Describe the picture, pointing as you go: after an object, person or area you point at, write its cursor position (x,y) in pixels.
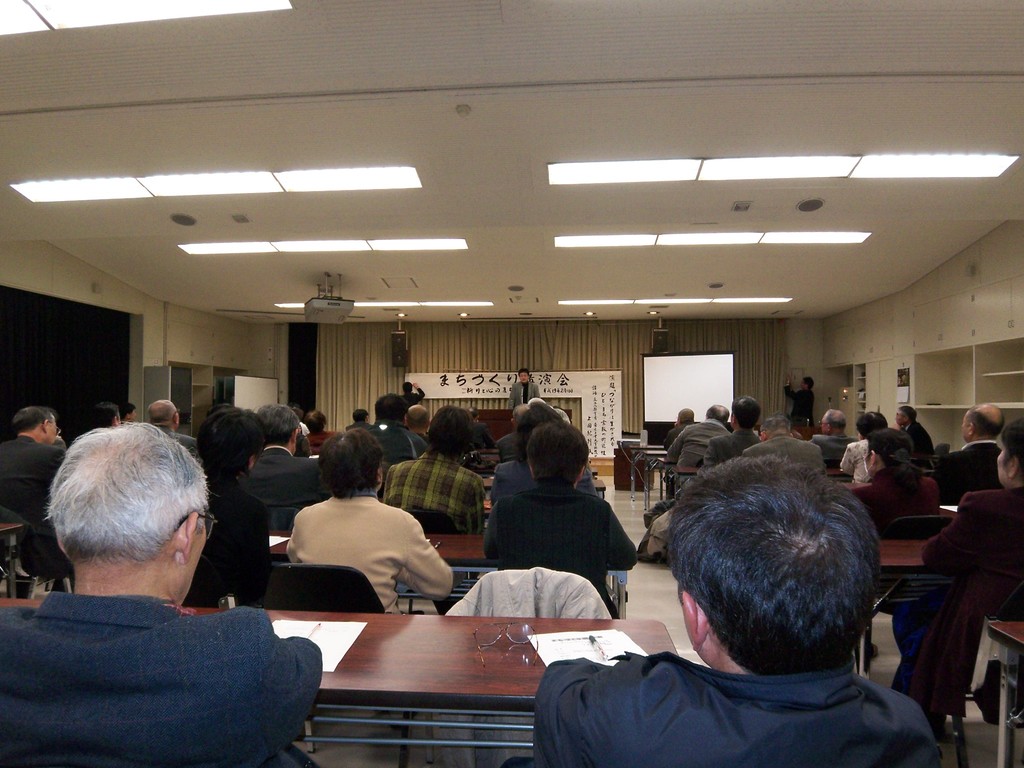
There are group of persons (476,528) sitting in a room (675,594) on the chairs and at the middle of the image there is a person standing on the stage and at the top of the image (647,237) there is a projector (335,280) and are ceiling lights (305,244).
